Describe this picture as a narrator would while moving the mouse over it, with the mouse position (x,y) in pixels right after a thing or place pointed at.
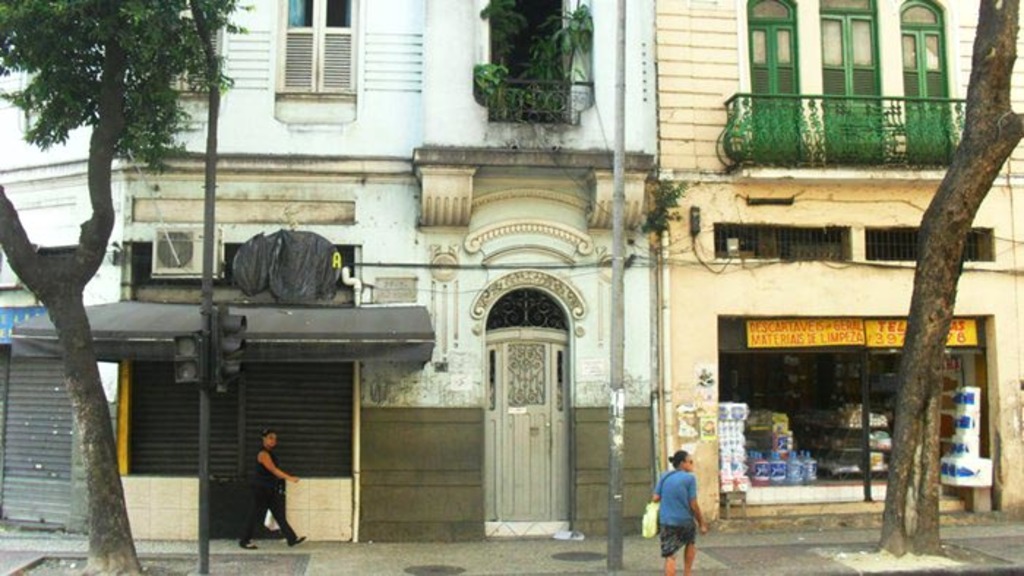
In this image we can see building (581,185), air conditioners (200,255), railings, trees (121,79), store (744,402), name boards (876,339), pipelines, goods (765,436) in the store (751,428) and persons (669,538) walking on the road (405,561).
